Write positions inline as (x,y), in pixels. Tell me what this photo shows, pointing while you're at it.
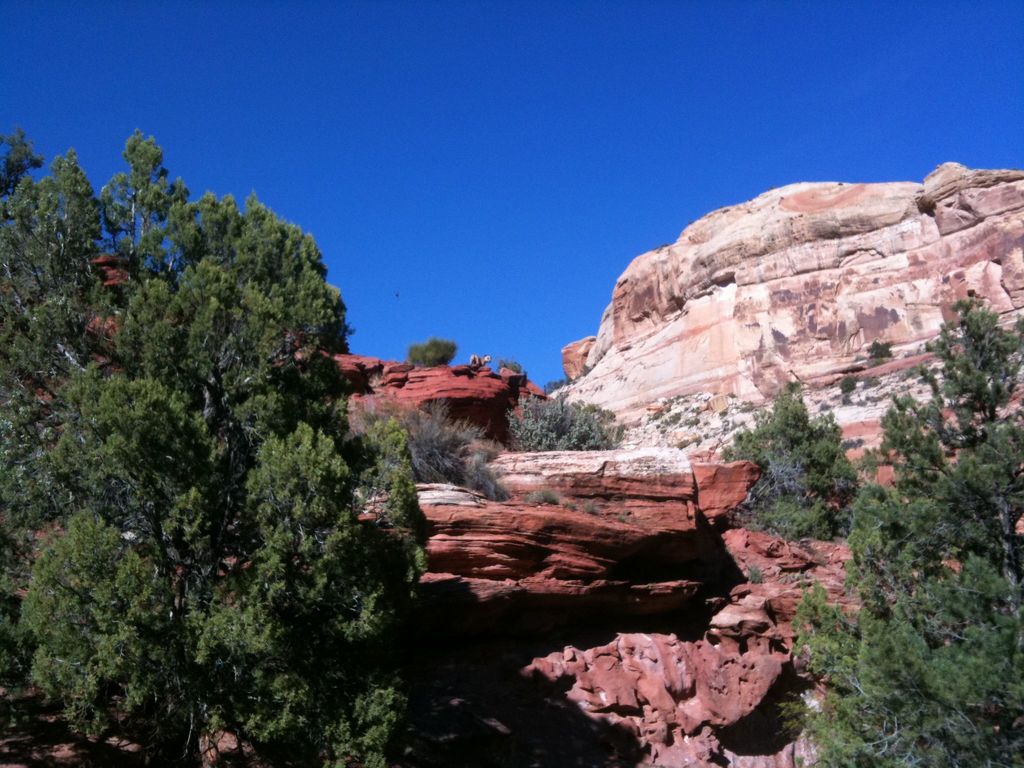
This image consists of trees (277,516), mountains (696,492) and the sky (399,251). This image is taken during a day.
